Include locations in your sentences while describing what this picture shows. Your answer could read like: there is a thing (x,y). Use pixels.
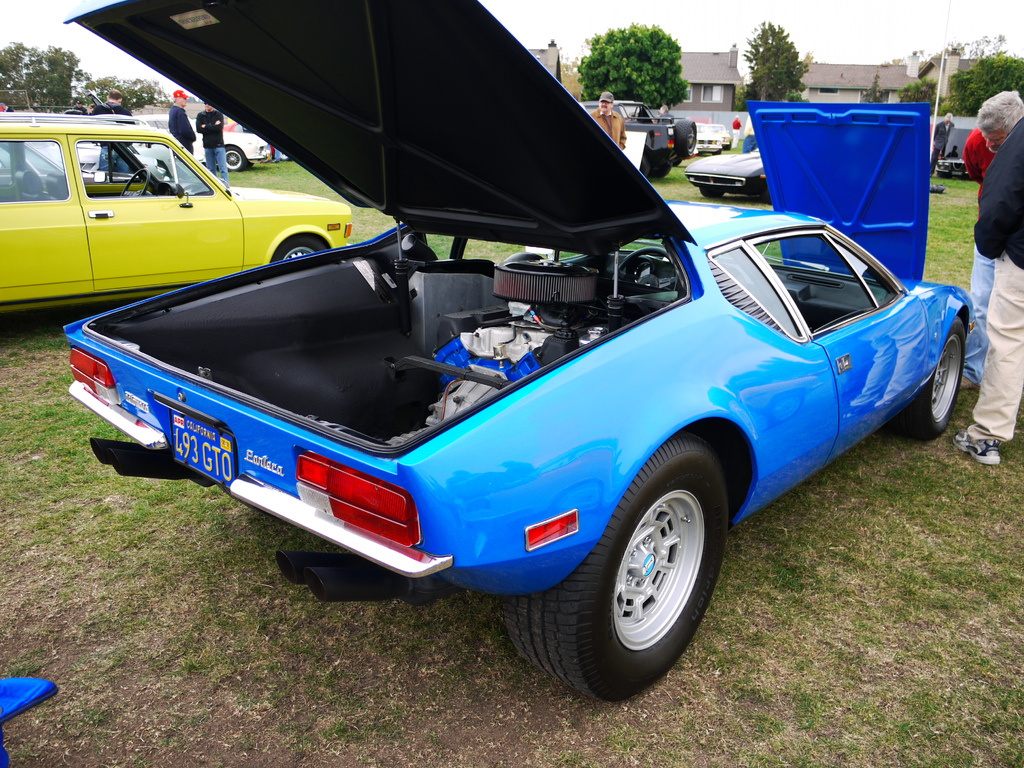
In this picture I can see vehicles (427,305) on the floor (487,666). I can see trees (778,61). I can see green grass (821,644). I can see people (987,267) standing on the floor (933,216). I can see trees (802,77). I can see the buildings (817,69) in the background (703,59). I can see clouds (758,15) in the sky (758,15).
